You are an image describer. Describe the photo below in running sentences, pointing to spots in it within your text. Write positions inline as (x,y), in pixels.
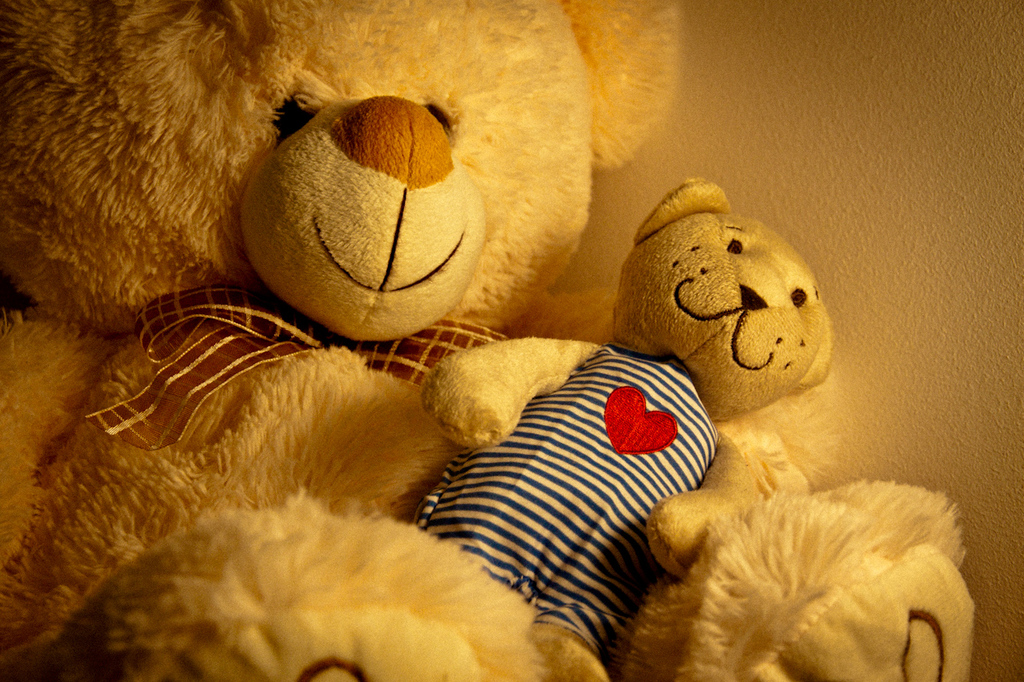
In this image, I can see two teddy bears (567,502) of different sizes. This is the wall (886,293).
